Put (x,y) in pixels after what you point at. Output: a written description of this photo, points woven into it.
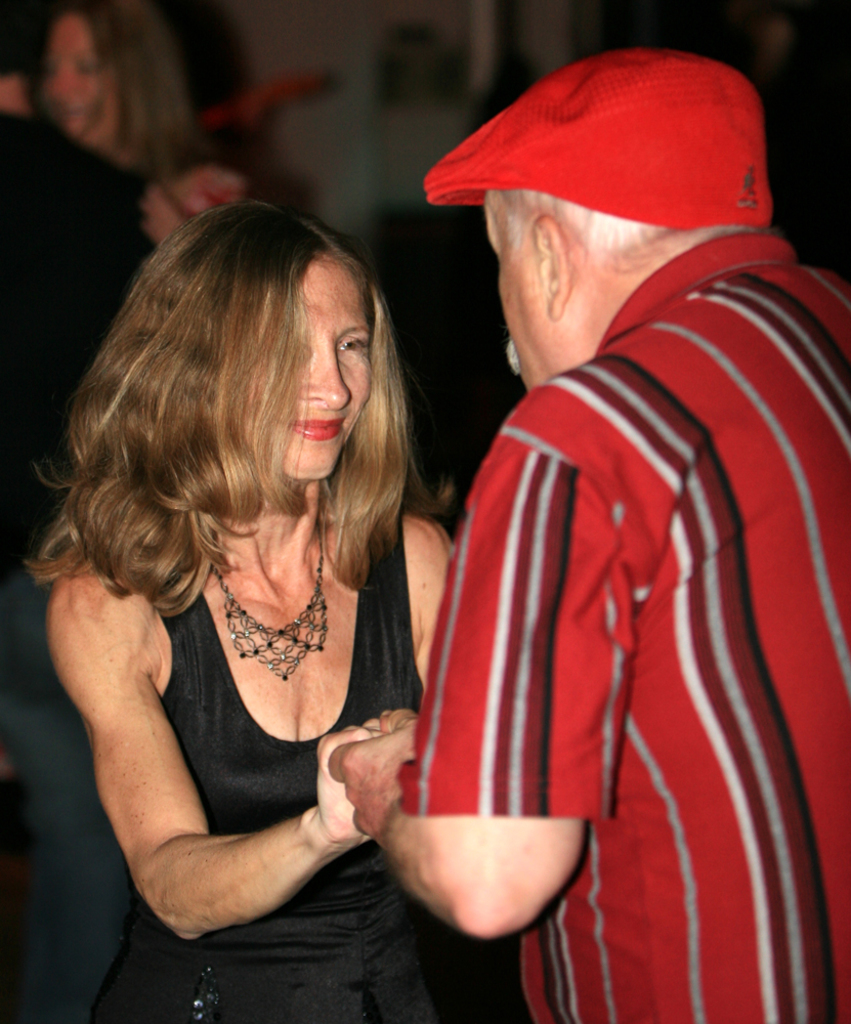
In the picture there is a man (408,743) and woman (291,561), they both are holding their hands (379,746) and looking at each other.
